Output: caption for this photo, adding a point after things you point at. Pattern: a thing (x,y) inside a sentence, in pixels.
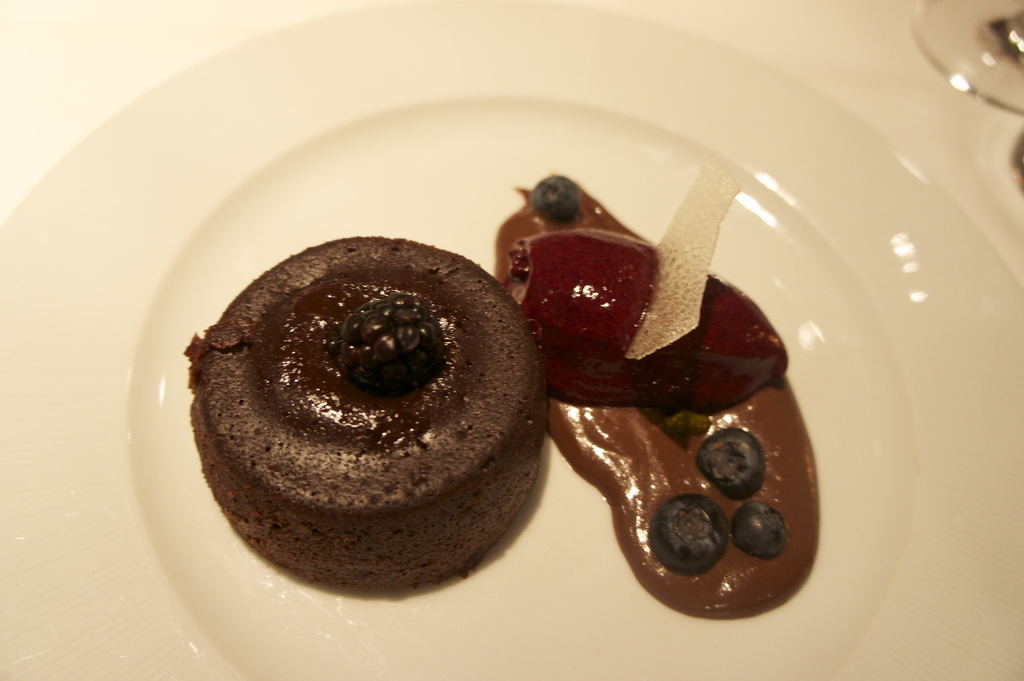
In the plate (871,410) we can see the chocolate cake (517,435) and chocolate cream (650,450). In the top right corner (974,53) we can see the glass (974,24) which is kept on the table (911,19).
